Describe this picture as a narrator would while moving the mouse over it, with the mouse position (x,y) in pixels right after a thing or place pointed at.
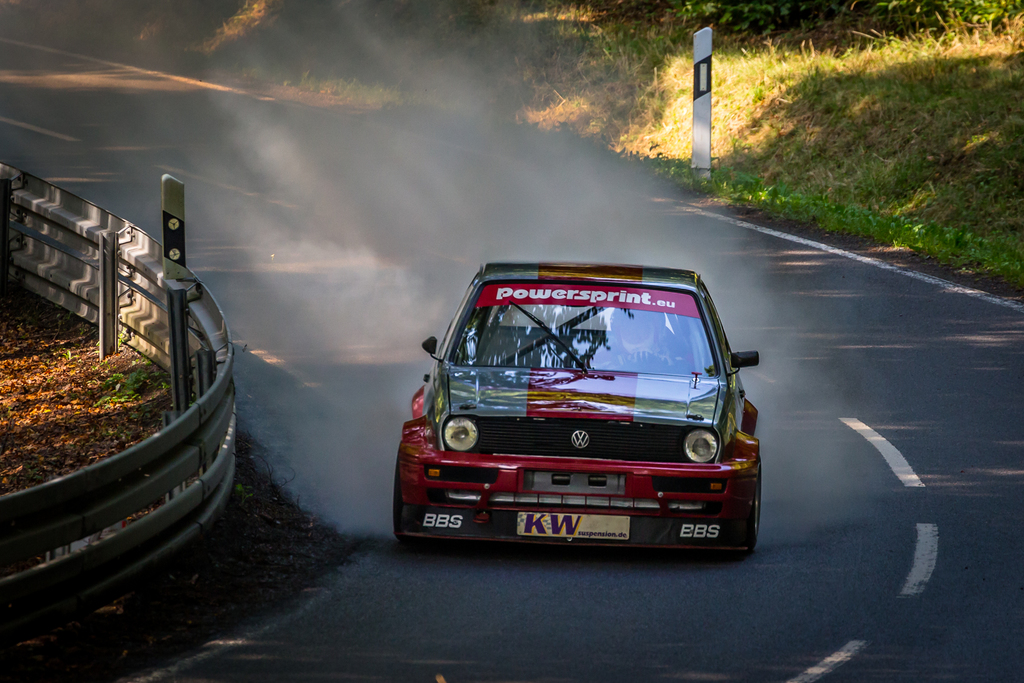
In this image we can see a red color car (535,444) is moving on the road (438,291). Left side of the image (149,275) railing (167,446) is there. Right side of the image (814,63) grass (873,94) is present.
